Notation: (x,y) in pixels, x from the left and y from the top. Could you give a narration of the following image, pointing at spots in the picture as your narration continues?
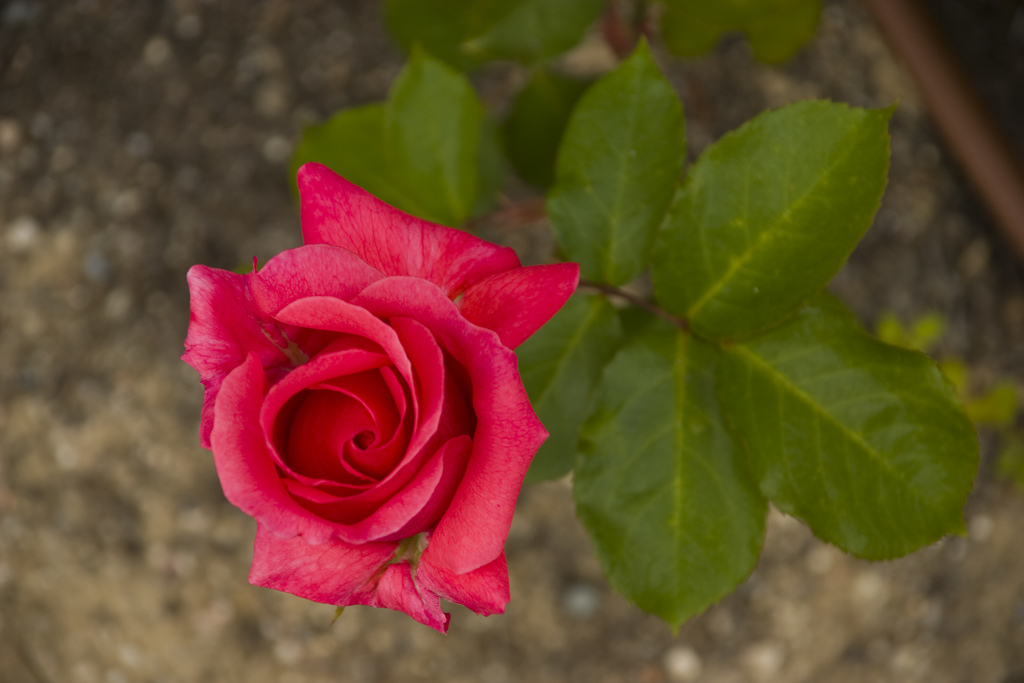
In this image we can see a red colored flower (450,386), and a plant (658,270), also the background (236,178) is blurred.
